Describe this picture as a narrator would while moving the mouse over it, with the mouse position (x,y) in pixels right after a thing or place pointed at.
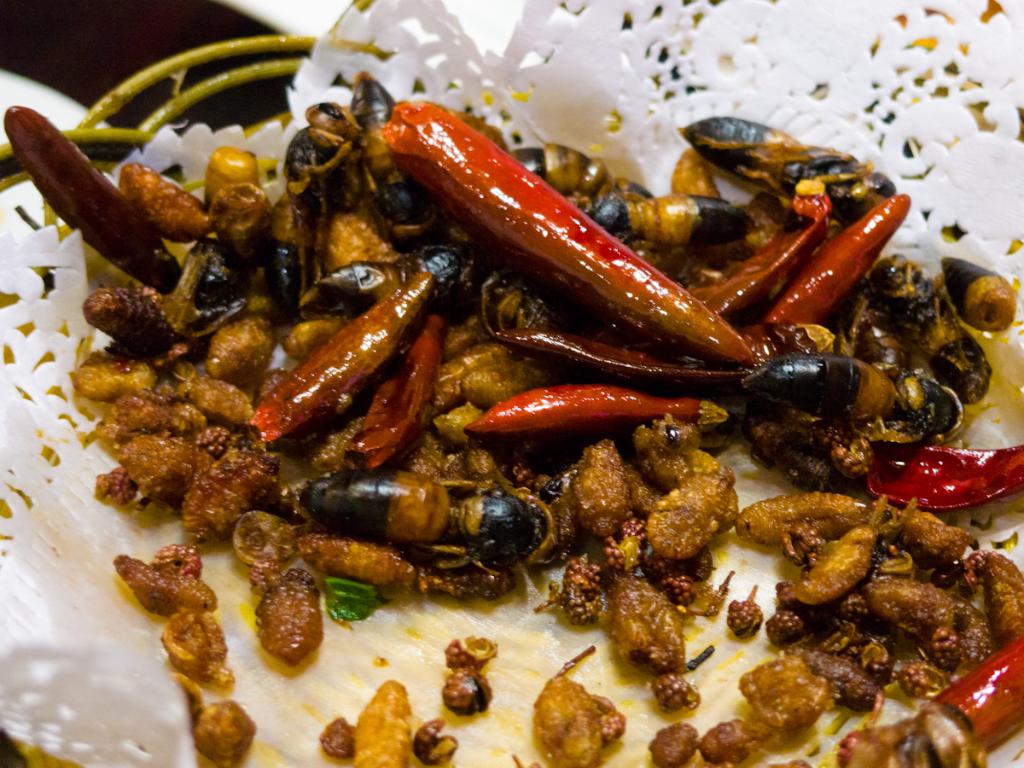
This image consists of food (353,346) which is on the plate (769,481) in the center (440,468).
